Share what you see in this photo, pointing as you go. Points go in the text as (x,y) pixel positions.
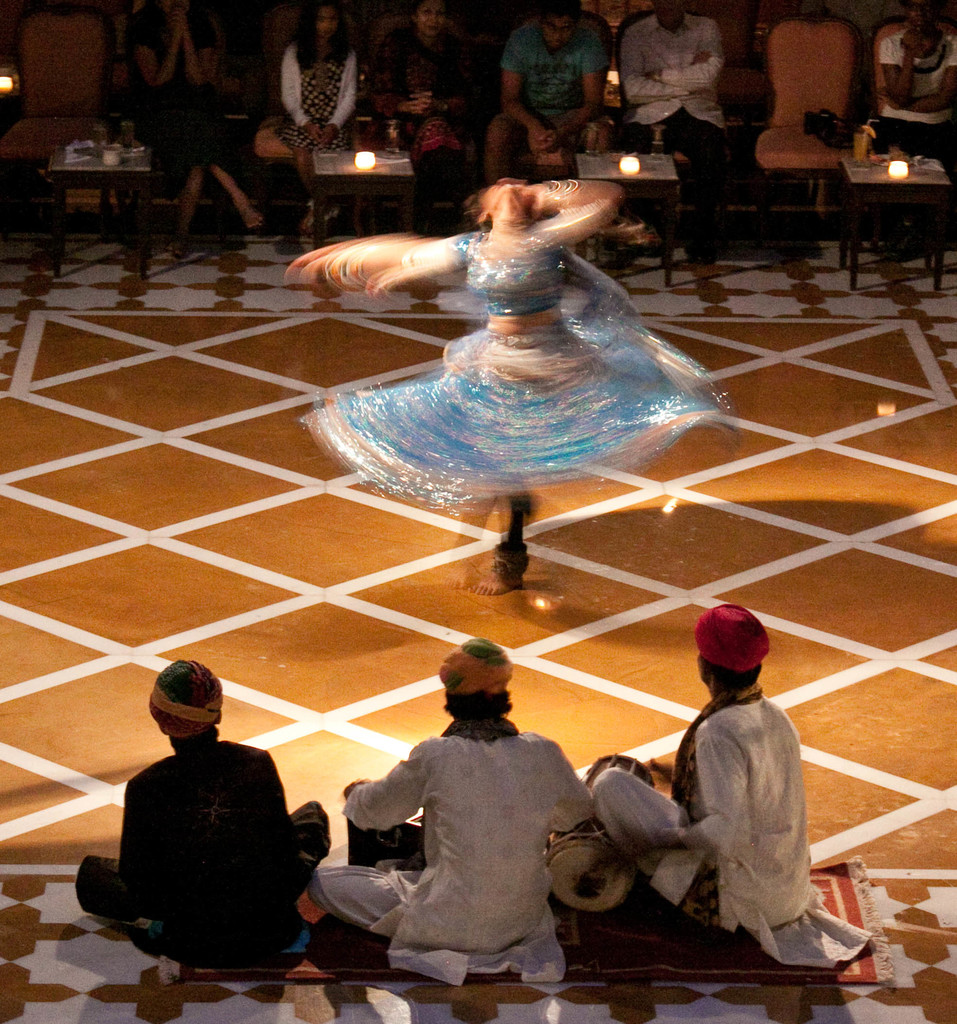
People (363,802) are sitting and playing musical instruments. A person (504,398) is dancing in the center (490,371). People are seated on the chairs (78,103) at the back (661,13). There are stools (109,181) in front of them on which there are candles (906,177).
